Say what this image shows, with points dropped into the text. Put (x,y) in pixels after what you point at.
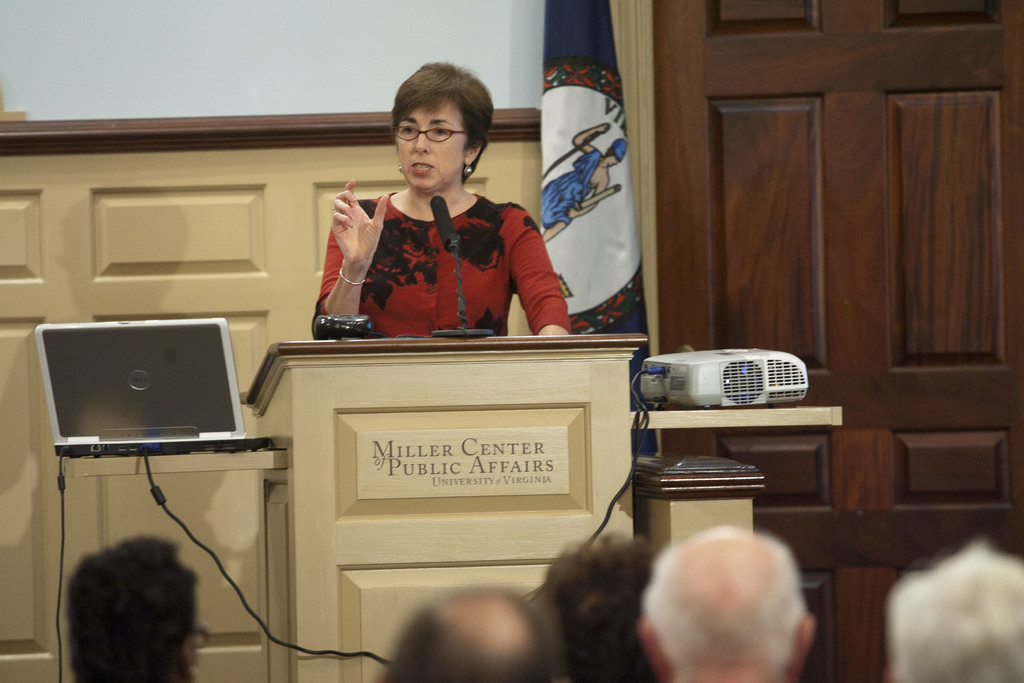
In this picture there is a woman (401,149) who is wearing red dress (434,259). She is standing near to the speech desk (429,340). On the desk (466,341) we can see mic (464,323) and black object (332,334). Beside that we can see laptop (134,425), projector machine (721,392) on the table (739,414). Beside her there is a flag (618,155) near to the projector screen (482,61) and door (763,181). On the bottom (961,584) we can see group of persons (920,609).
